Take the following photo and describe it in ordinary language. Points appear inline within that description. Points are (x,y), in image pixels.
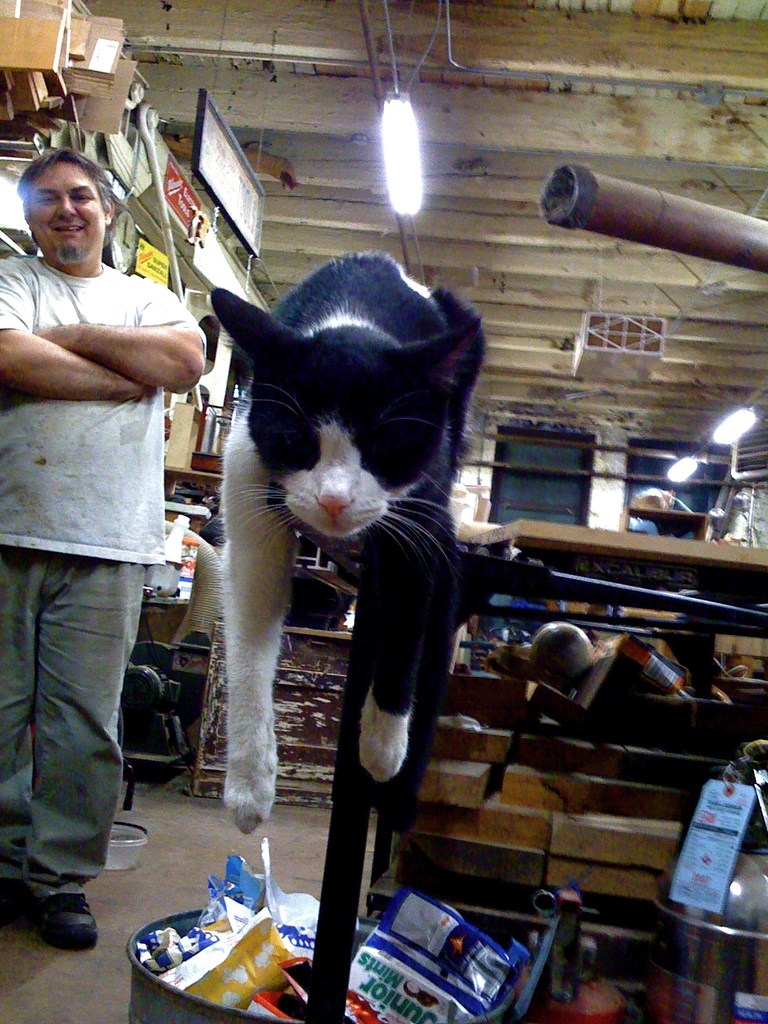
In this image, I can see a cat (347,348), which is black in color. At the bottom of the image (244,1017), that looks like a dustbin (154,1000) with the wrappers (297,969). I think these are the wooden objects (546,818). On the left side of the image (96,729), I can see the man (82,586) standing and smiling. I can see the cardboard boxes (74,39) and few other objects (215,364). This is a tube light (413,206). I think this is a table (600,576). On the right side of the image (621,214), It looks like a pole (676,233).
